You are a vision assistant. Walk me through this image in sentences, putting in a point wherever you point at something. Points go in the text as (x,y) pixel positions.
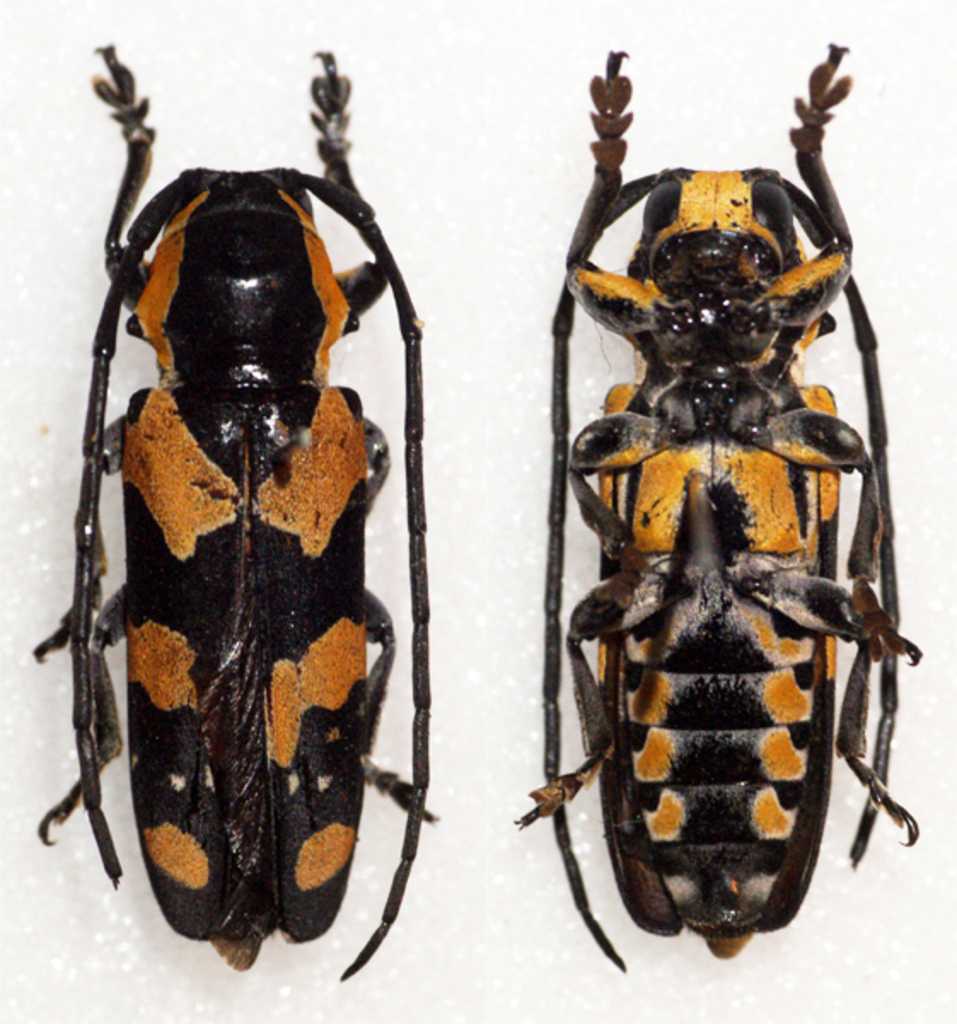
In this picture we can see the insects (276,482) are present on the surface (511,616).
